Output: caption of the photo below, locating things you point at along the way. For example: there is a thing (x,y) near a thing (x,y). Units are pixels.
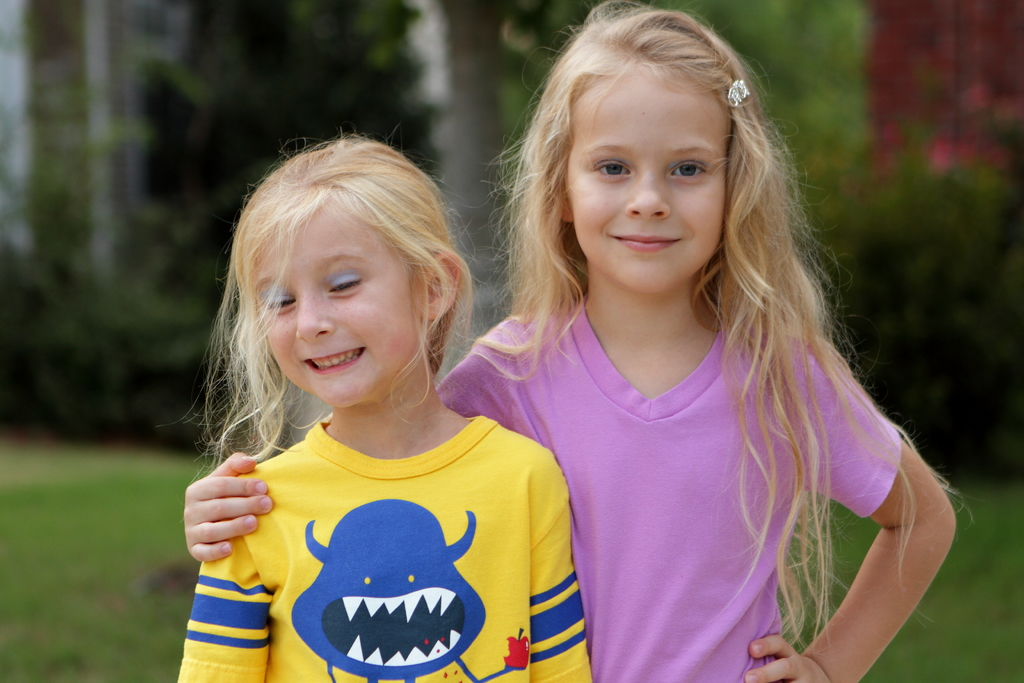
In this image we can see two kids (395,274) standing and smiling, there are some trees (488,303) with blurred background (482,94).
